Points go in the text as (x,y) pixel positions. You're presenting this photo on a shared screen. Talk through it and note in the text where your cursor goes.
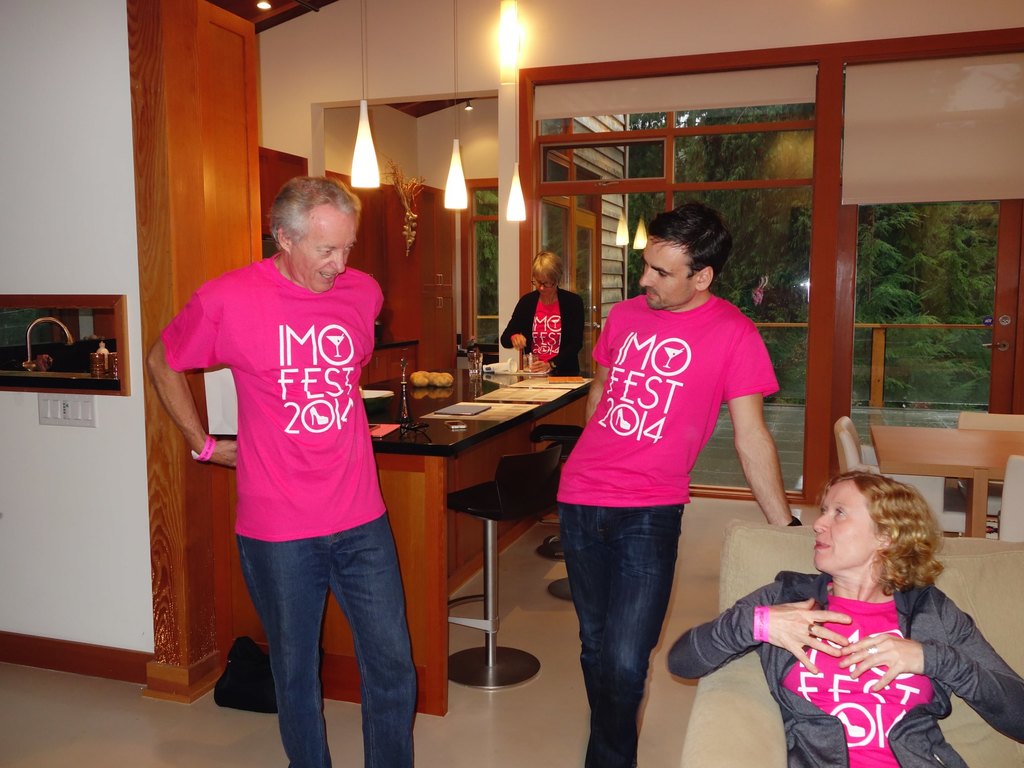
In this picture there are four people (882,634). All are wearing pink t-shirt (692,435). And the lady (908,572) to the right side (893,656) in the sofa (998,604) is wearing a grey jacket (942,652) and pink t-shirt (847,681). Two men (612,422) are wearing only pink t-shirt (606,416). In the back side (544,326) there is a lady (560,320) with black jacket (578,325) and pink t-shirt (534,340). To the left side (63,328) there is a tap (27,339). And on the top (521,209) there are lamps (375,181). In the background (1003,318) there is a door (976,320) to the right side (979,306) and some trees (874,262) outside. And in the middle (490,409) there are tables (449,437) and chairs (513,500).
